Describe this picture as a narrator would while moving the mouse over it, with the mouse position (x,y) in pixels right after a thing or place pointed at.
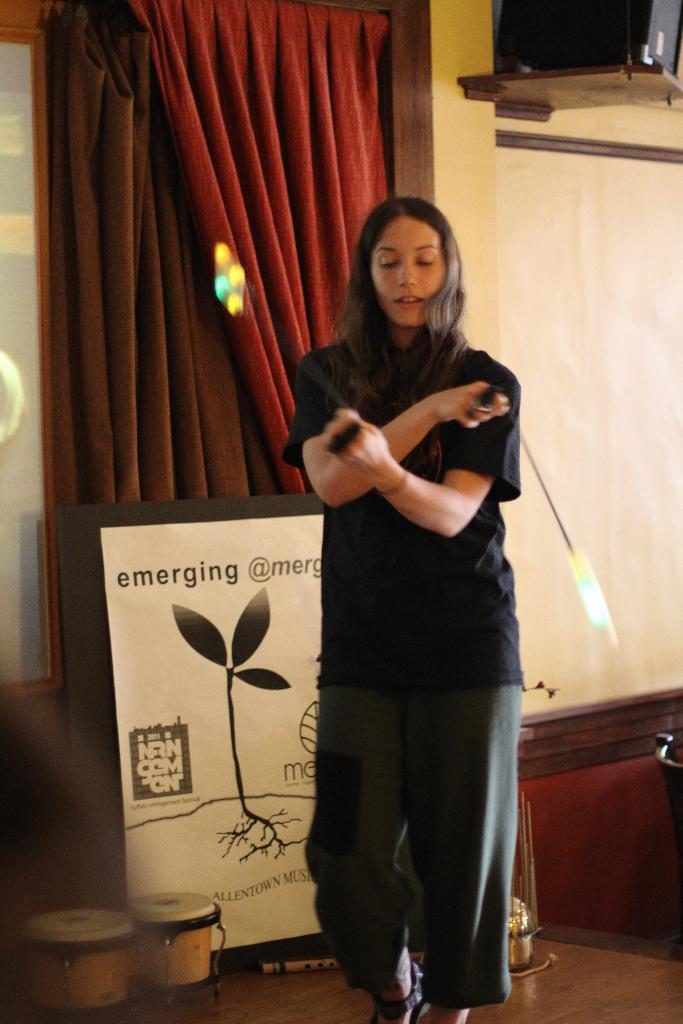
A person (357,768) is standing wearing a black t shirt (382,684) and a trouser (419,909). Behind her there are drums (105,945), banner (232,961), curtains (235,111) and a speaker (562,49) on the right top (583,32).
